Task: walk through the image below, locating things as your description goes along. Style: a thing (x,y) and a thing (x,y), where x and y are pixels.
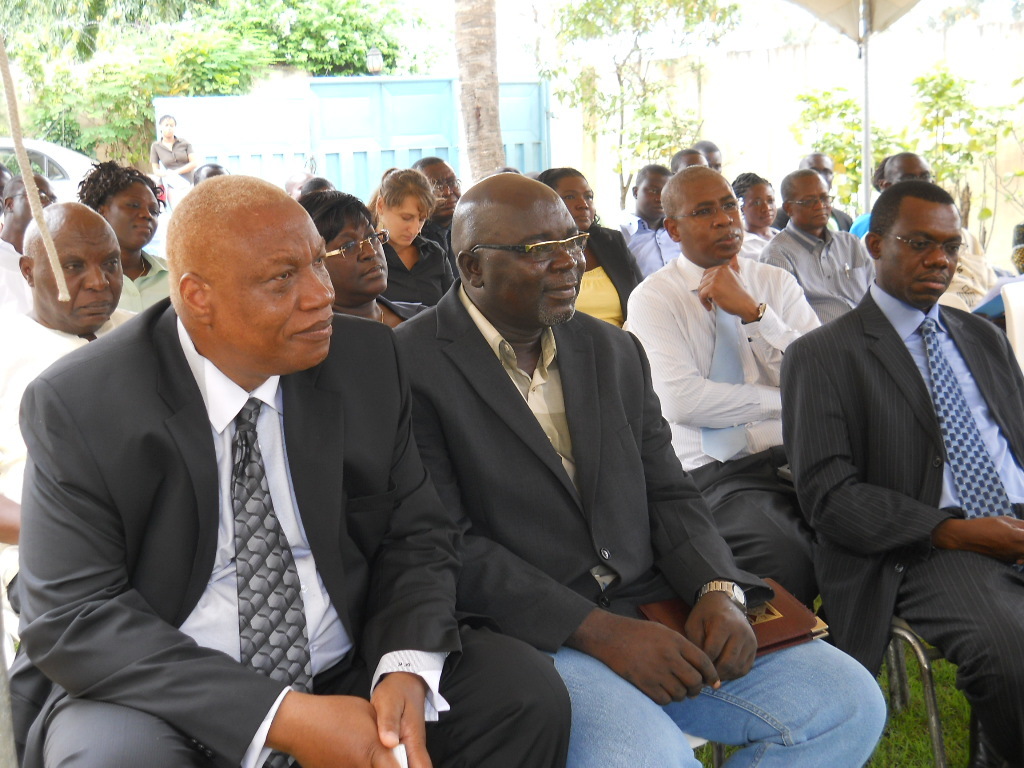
In the image in the center, we can see few people (460,328) were sitting on the chair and few people (573,553) were holding some objects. In the background (566,64) we can see trees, pole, wall (368,164), vehicle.
